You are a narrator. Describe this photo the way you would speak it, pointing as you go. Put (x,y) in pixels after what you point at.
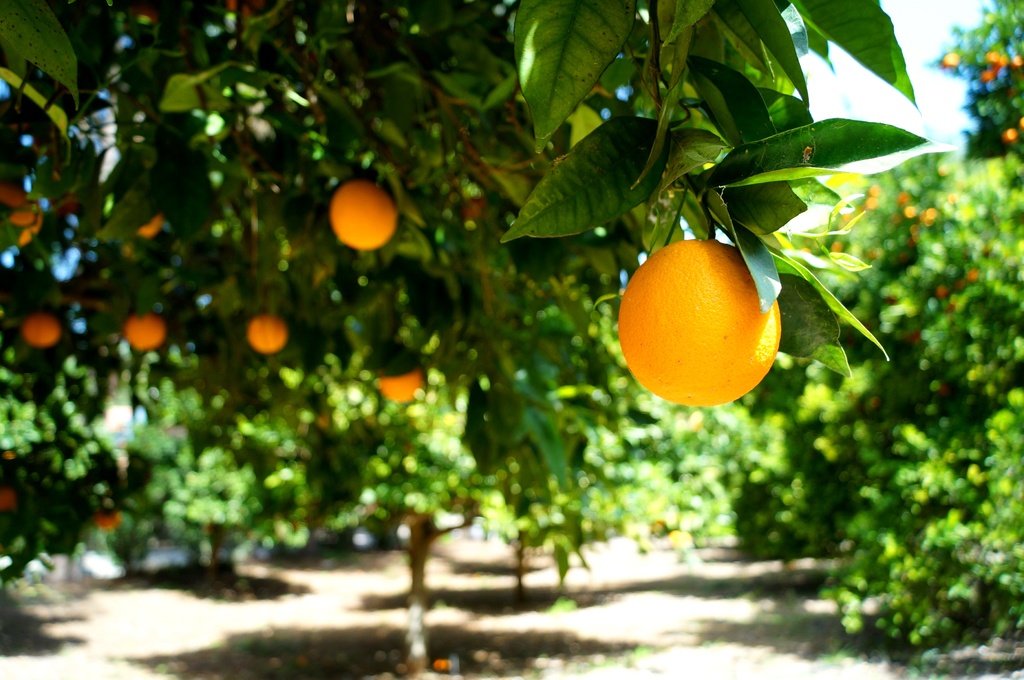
In the image we can see oranges (717,265) to the trees (551,273), here we can see orange trees (416,370), white sky (925,105) and the background (937,100) is blurred.
